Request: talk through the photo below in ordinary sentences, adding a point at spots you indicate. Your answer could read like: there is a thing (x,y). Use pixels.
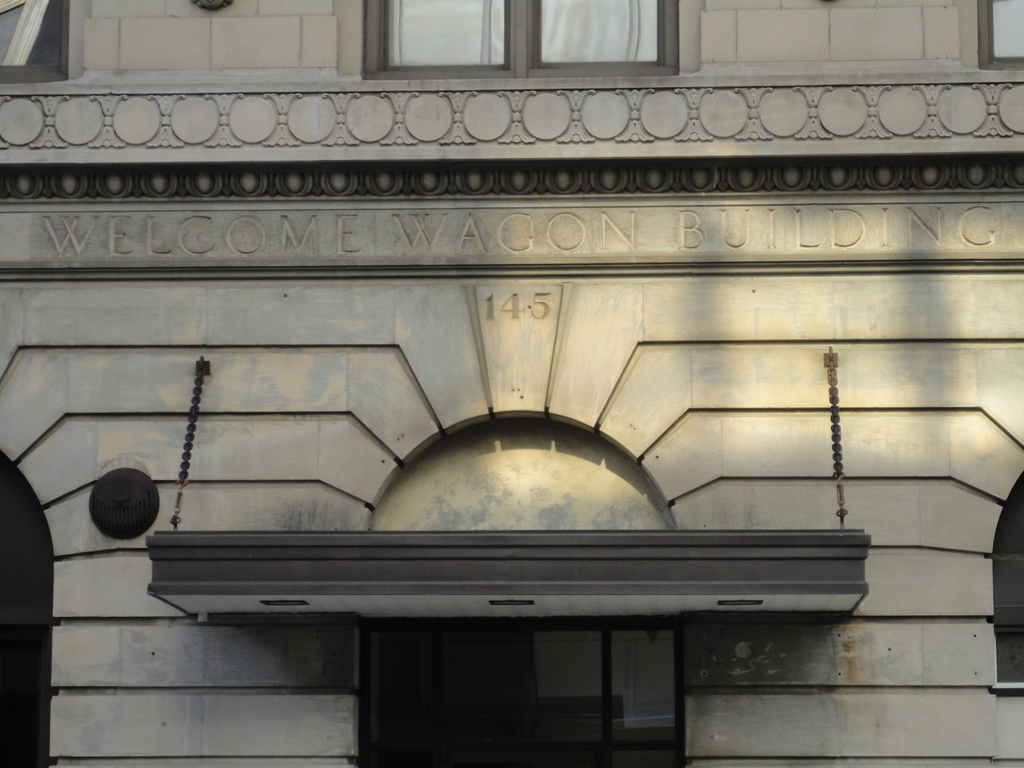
In this picture I can see a building (356,449) and I can see text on the wall (468,326) of the building (468,326) and a number (520,300).
